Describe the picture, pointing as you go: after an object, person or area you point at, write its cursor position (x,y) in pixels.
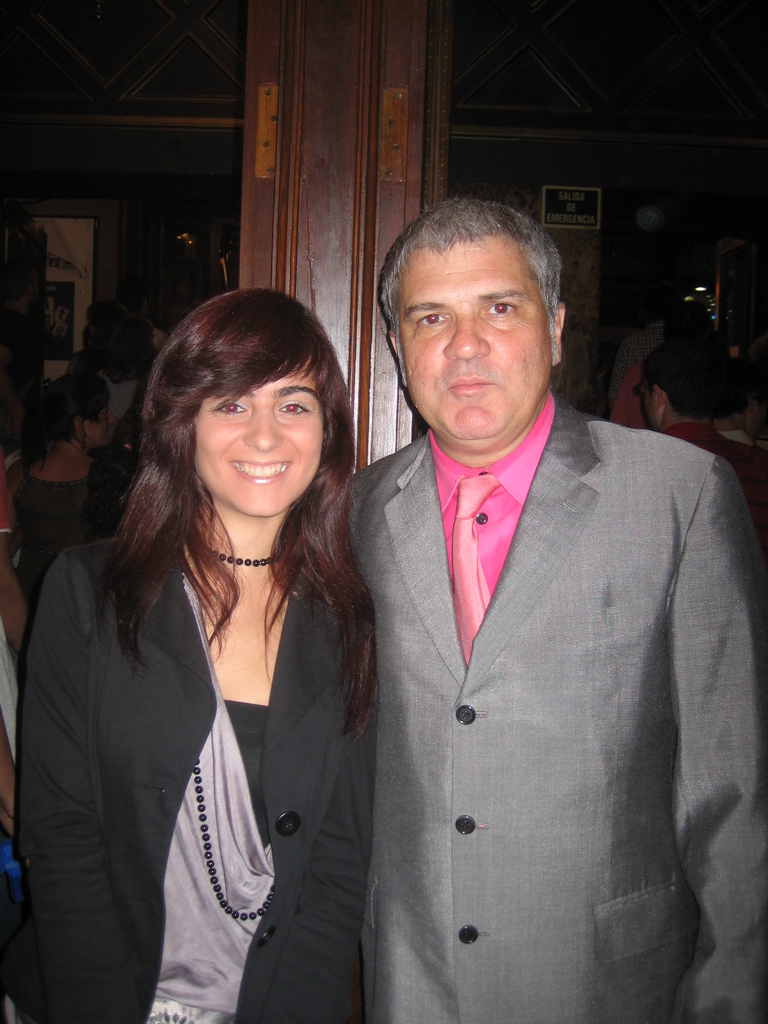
There are two persons (421,707) standing as we can see in the middle of this image (397,669) and there is a wall (151,214) and some persons (114,341) in the background (123,351). There is a wooden pillar (329,147) is at the top of this image (353,136).
